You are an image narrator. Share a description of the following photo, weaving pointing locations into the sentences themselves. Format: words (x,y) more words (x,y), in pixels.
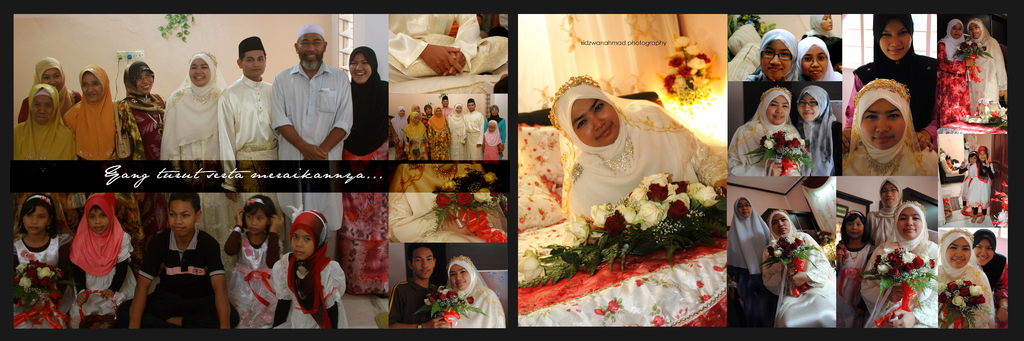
This is a collage image and here we can see people (442,141) wearing kurtas (298,97) and burkas (562,95) and caps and we can see flower bouquets (712,186), some cloths (561,190), plants (186,39) and there is a wall (224,32) and we can see a bed (619,311).
